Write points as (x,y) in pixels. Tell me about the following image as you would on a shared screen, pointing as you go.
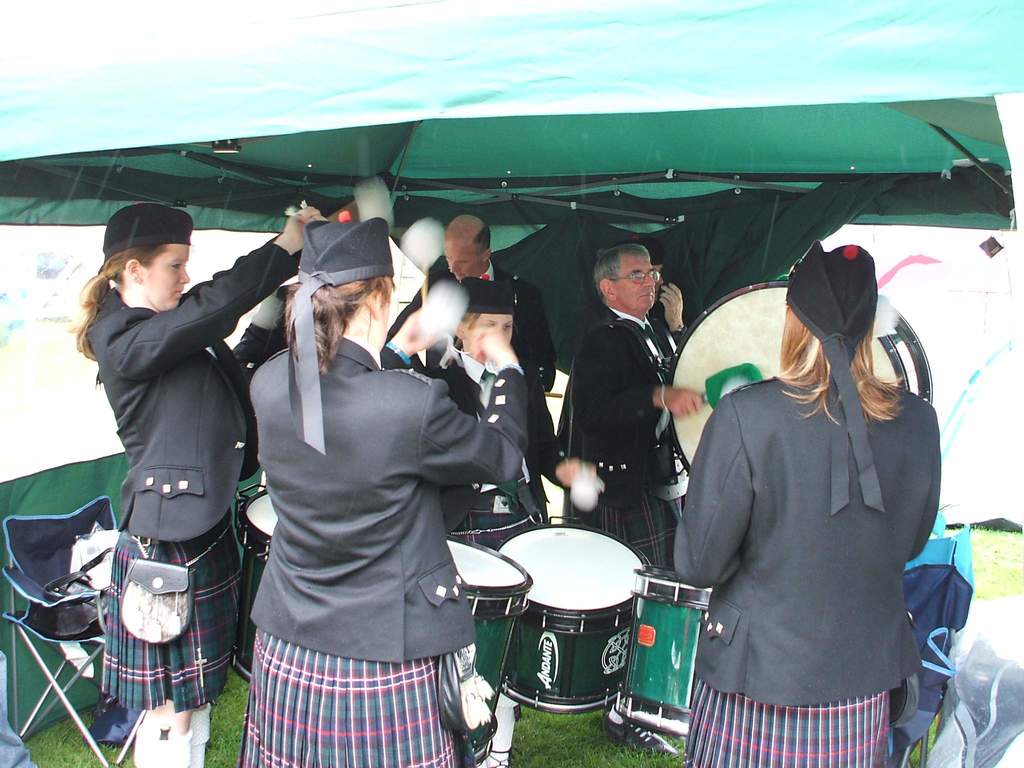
This is a band set group (630,340). Four girls (493,403) are holding drums (578,578). And one person (637,384) is holding a big drum (705,332) and he is wearing a spectacle (646,278). It is a tent (849,207). And girls (804,641) are wearing caps (824,325). And one girl (186,402) is wearing a side bag (180,580).
